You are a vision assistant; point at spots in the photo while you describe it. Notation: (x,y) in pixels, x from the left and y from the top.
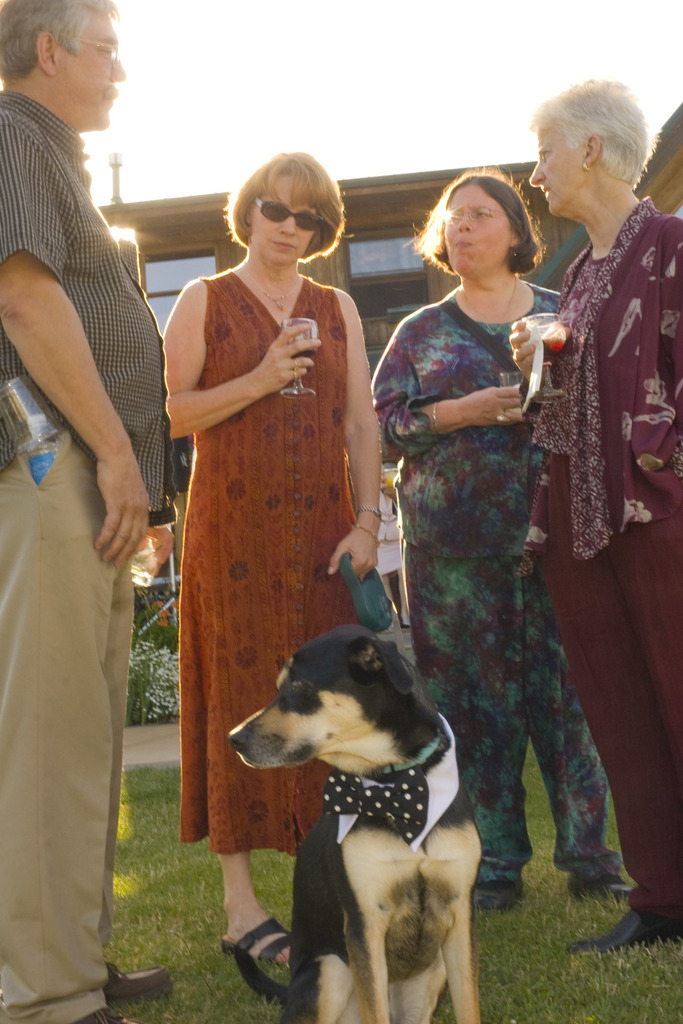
In the image there are four people (232,622) standing and a dog (349,849) sitting on the grass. The women (631,362) at the right corner (524,560) is wearing a scarf (584,340) and also holding a wine glass (558,343) in her hand (525,324). The woman (520,316) beside her is wearing spectacles (478,215) and she is also holding a glass (505,386) in her hand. The woman (356,368) in the center (351,368) is wearing a brown frock (331,347) and sunglasses (314,218). She is holding wine glass (293,321) in one of her hand (294,348) and leash (358,585) in other hand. The man (113,484) at the left corner (106,473) is wearing a black shirt (106,330) and cream trousers (60,523). There is a bottle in his pocket (24,465) and a glass (28,430) is turned over it. The dog (389,884) is wearing a white collar (451,782) and a black dotted bow (400,786). There are plants (168,681) and bushes (146,672) behind the people (184,687). In the background (163,279) there is building (163,253) and sky (163,101).
